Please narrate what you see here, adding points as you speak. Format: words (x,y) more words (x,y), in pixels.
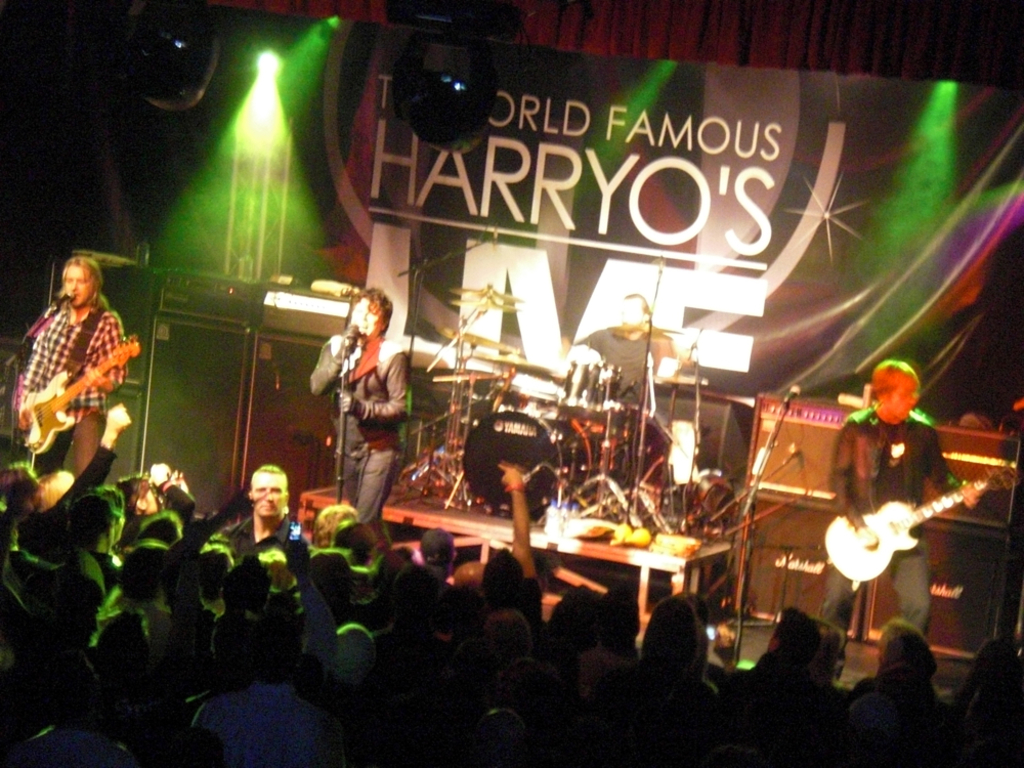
In this image there are group of people (377,530) and three people (59,450) are playing the musical instruments (573,413).
